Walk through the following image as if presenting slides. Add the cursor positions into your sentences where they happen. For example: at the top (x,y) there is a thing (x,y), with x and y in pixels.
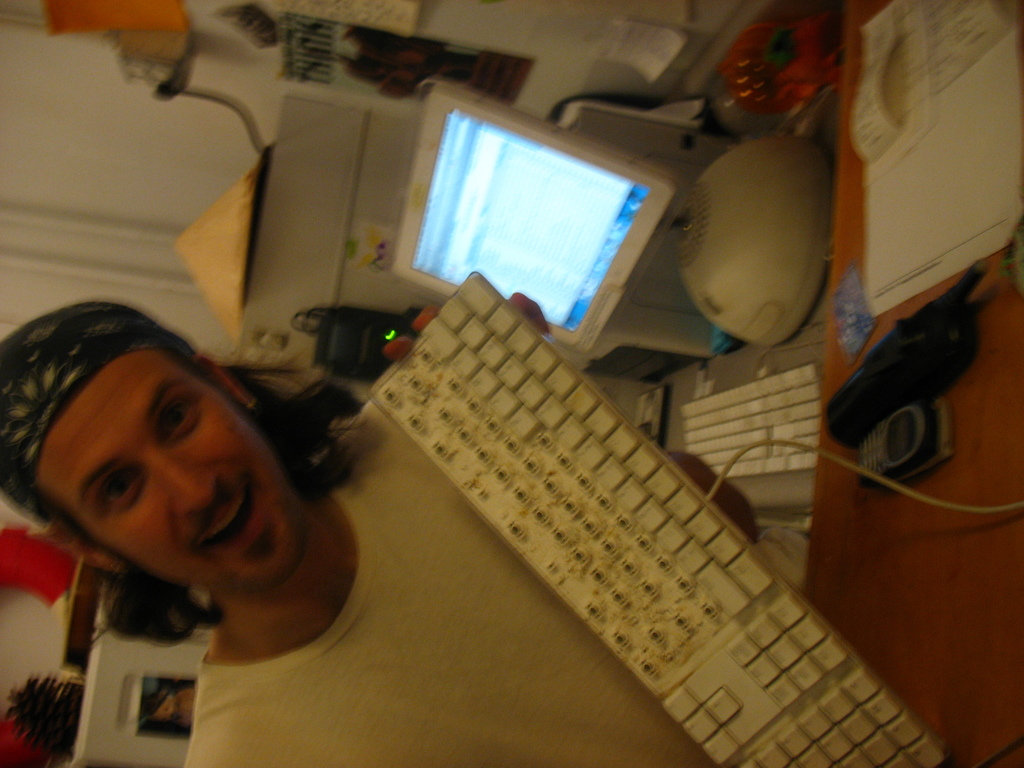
On the left side (291,428), there is a person (445,540) in white color t-shirt (433,580), holding a white color keyboard (446,339) with one hand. Beside him, there is a table (907,501) on which, there is a monitor (572,263), keyboard (774,380) and other objects (816,48). In the background (121,158), there is white wall (117,154).
